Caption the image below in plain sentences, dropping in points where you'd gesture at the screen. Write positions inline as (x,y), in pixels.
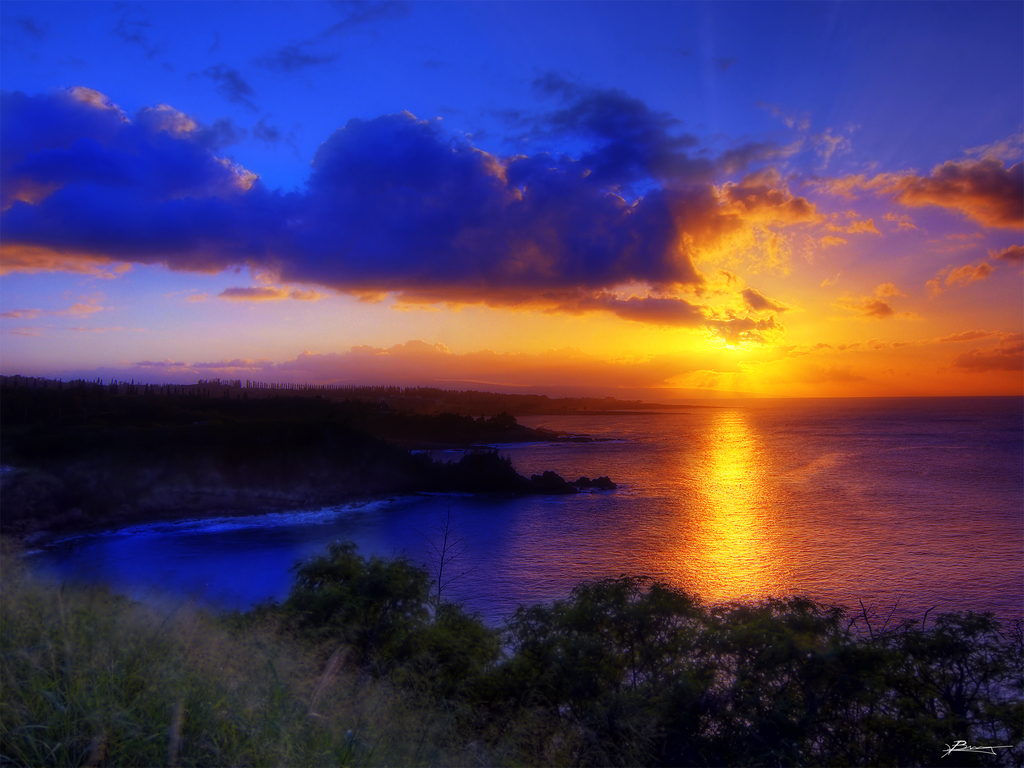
In this image we can see some plants (213,620), a group of trees (437,606), a large water body (745,476), the sun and the sky (357,305) which looks cloudy.
